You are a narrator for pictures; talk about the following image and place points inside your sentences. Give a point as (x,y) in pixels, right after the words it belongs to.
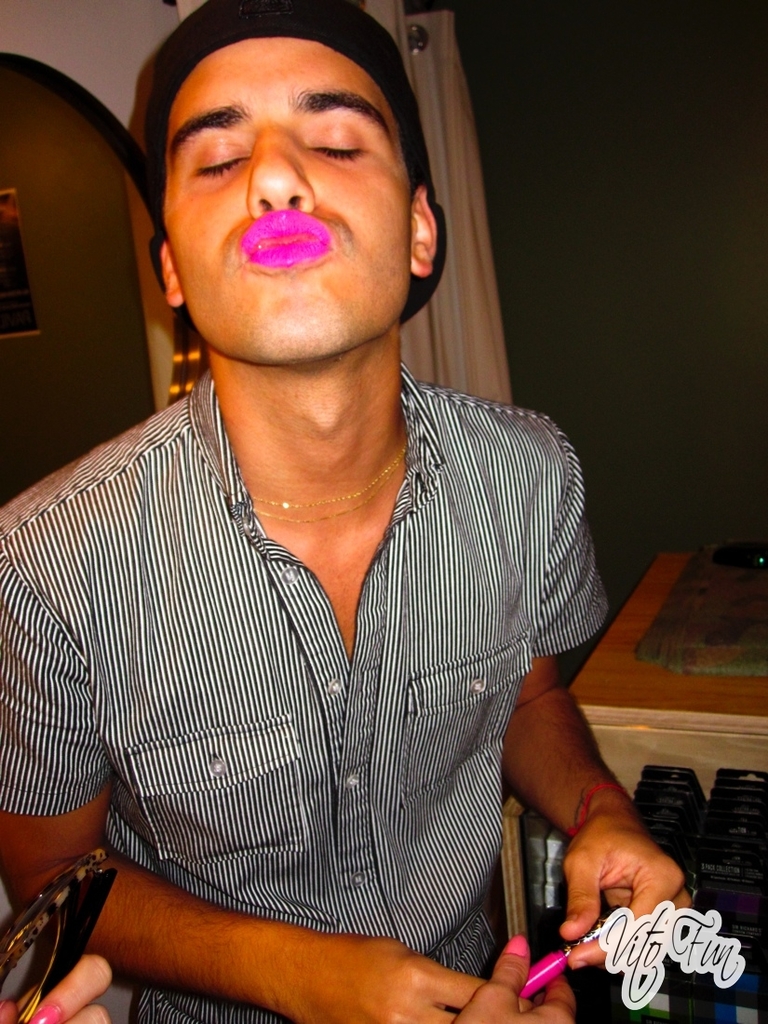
In this picture we can see a boy (280,663) wearing black and white strip shirt (381,632), standing and giving a pose into the camera by apply the purple lipstick (281,247) on the lips (299,247). Behind we can see the white curtain (496,378) and arch design door (117,123).
